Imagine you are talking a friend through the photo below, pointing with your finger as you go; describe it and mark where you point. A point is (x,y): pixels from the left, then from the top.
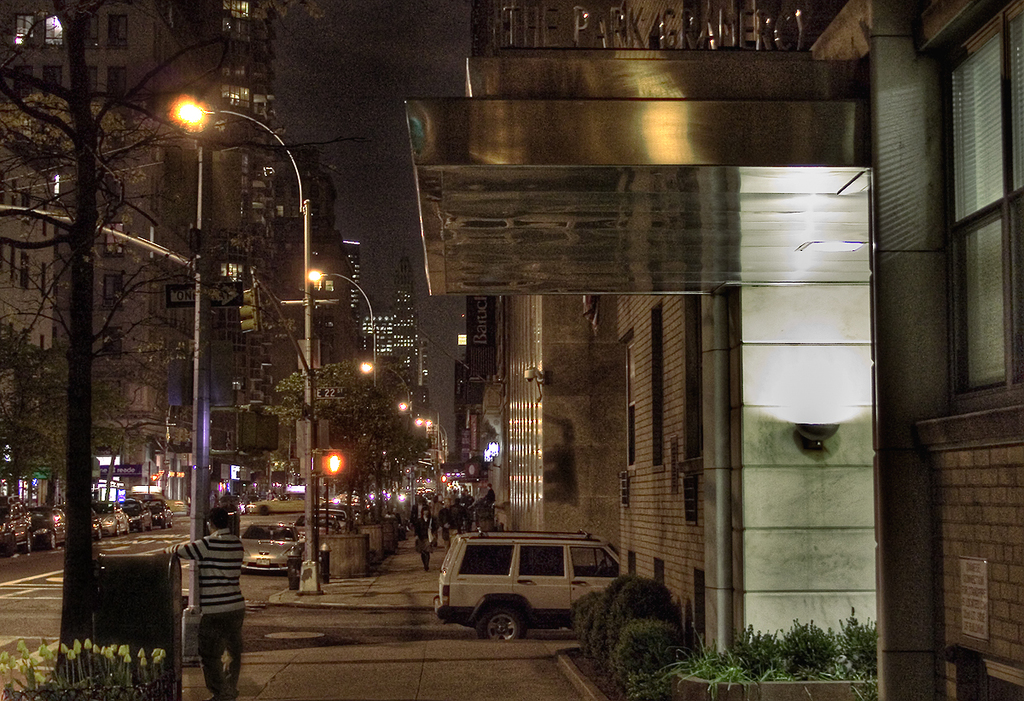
There are vehicles (532,621) on the road (373,614). Here we can see plants (671,658), poles (310,526), lights (271,432), trees (355,453), boards (483,364), buildings (509,417), and few persons (421,537). In the background (376,164) there is sky (375,64).
